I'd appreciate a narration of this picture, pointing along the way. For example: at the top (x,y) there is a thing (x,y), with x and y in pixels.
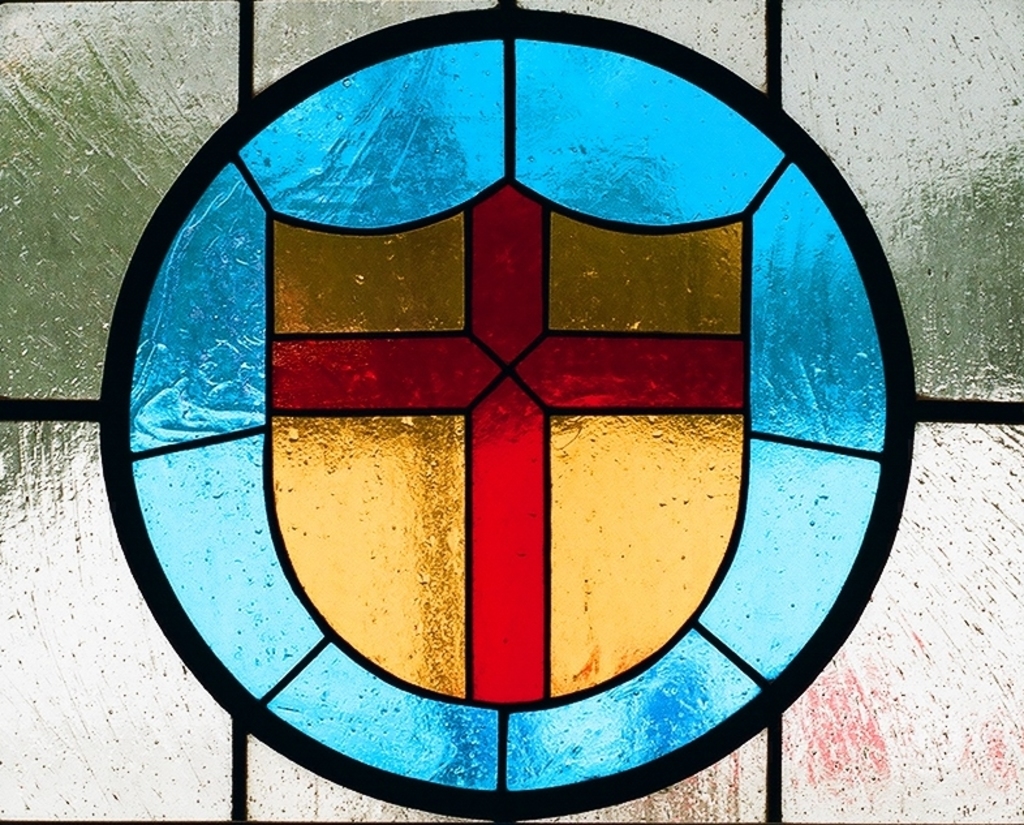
In the middle of this image (666,381), there is a painting (339,144) on a glass (835,673). This painting (607,571) is having a red color cross (528,482) on a golden color shield (358,311). Around this shield (347,301), there is a blue color painting (185,555). Around this painting (440,750), there is a black color circle (127,479).
